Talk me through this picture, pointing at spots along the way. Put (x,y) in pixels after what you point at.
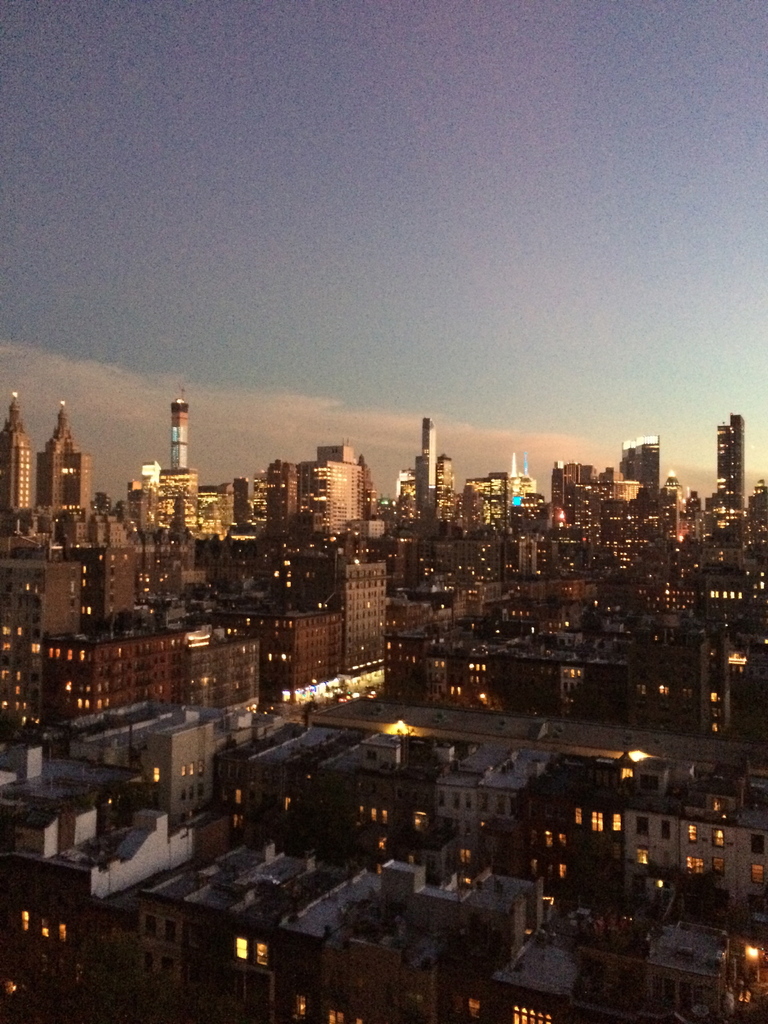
In this picture we can see buildings (386,633), lights (327,689) and other objects (565,921). We can see the cloudy sky (482,262).
